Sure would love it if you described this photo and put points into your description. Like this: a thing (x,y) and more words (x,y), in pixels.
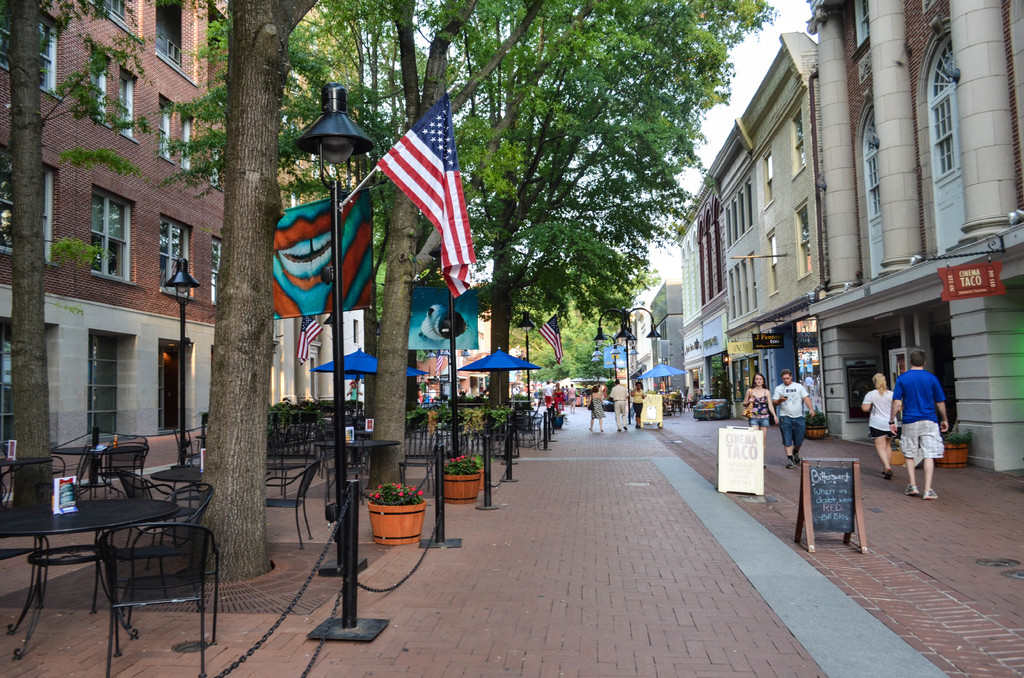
This image is clicked in a lane (841,557). Where there are many people (801,392) walking. To the right (697,314), there is a building (717,227) in white color. To the left (25,420), there are tables (52,501) and chairs (173,534) along with trees (256,337). In the middle (583,437) there is a path (607,498) and some flower pots (465,473), trees (591,349) and boards (842,507).
